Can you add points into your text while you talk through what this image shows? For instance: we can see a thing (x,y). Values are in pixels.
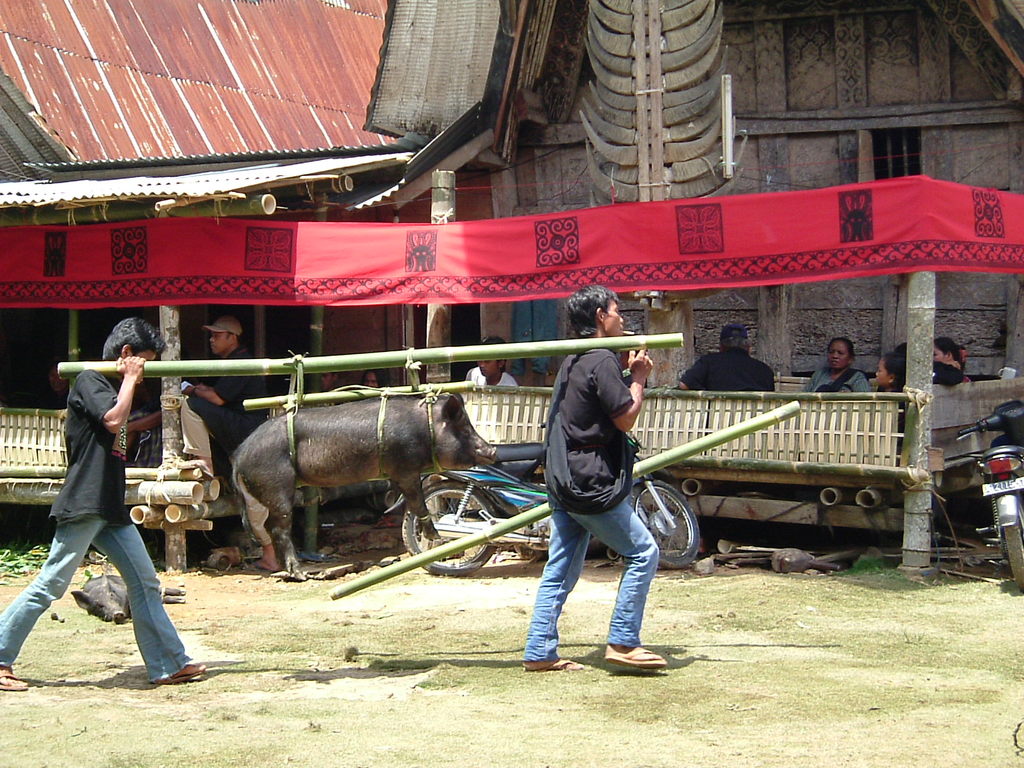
In this image I can see two persons (118,433) wearing black colored t shirt (97,428) and blue jeans (557,625) are holding a bamboo stick (560,354) to which a pig (352,431) which is black in color is tied. In the background (836,345) I can see few other persons (754,365) sitting, the red and black colored cloth (355,265), few buildings (173,29), few motor bikes (1004,486) and the ground (827,586).
